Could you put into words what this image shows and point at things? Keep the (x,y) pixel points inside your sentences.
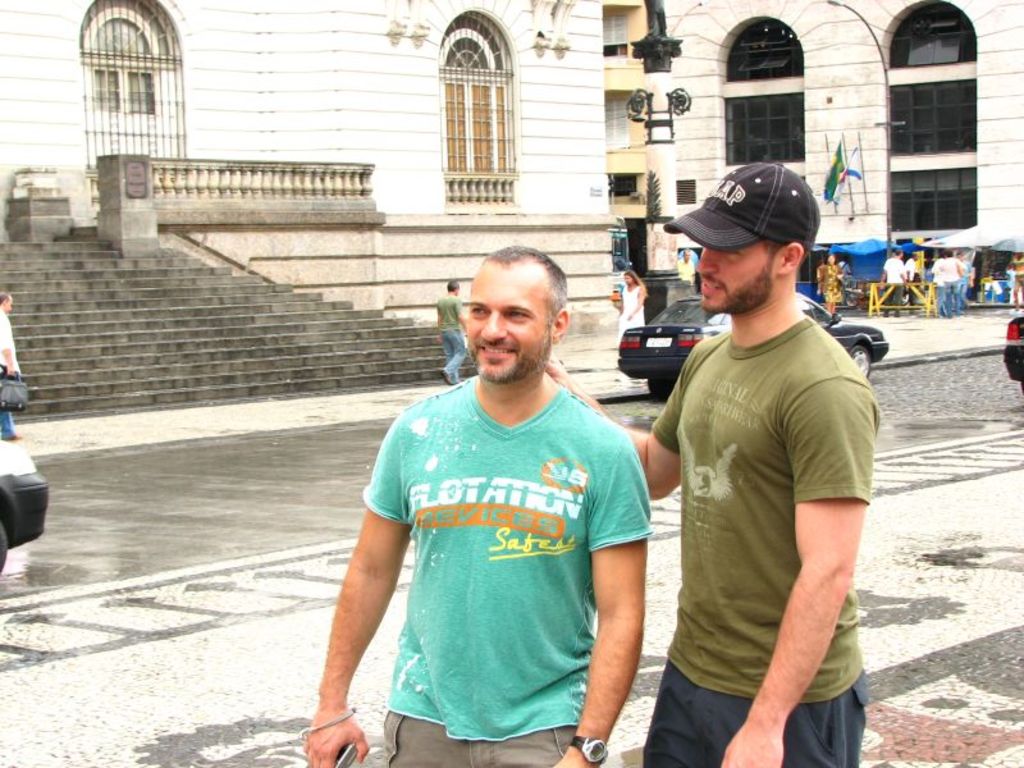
Front these two people (699,461) are standing. This man (671,413) wore a cap (722,181). Another person (485,283) is smiling and holding an object (352,765). Background (154,384) we can see buildings (601,101), steps (102,290), vehicles (676,310), tents (1004,226) and people (900,278). On this wall (856,129) there are flags (841,157). To these buildings (642,136) there are glass windows (922,127). Here we can see a pole (663,189).
